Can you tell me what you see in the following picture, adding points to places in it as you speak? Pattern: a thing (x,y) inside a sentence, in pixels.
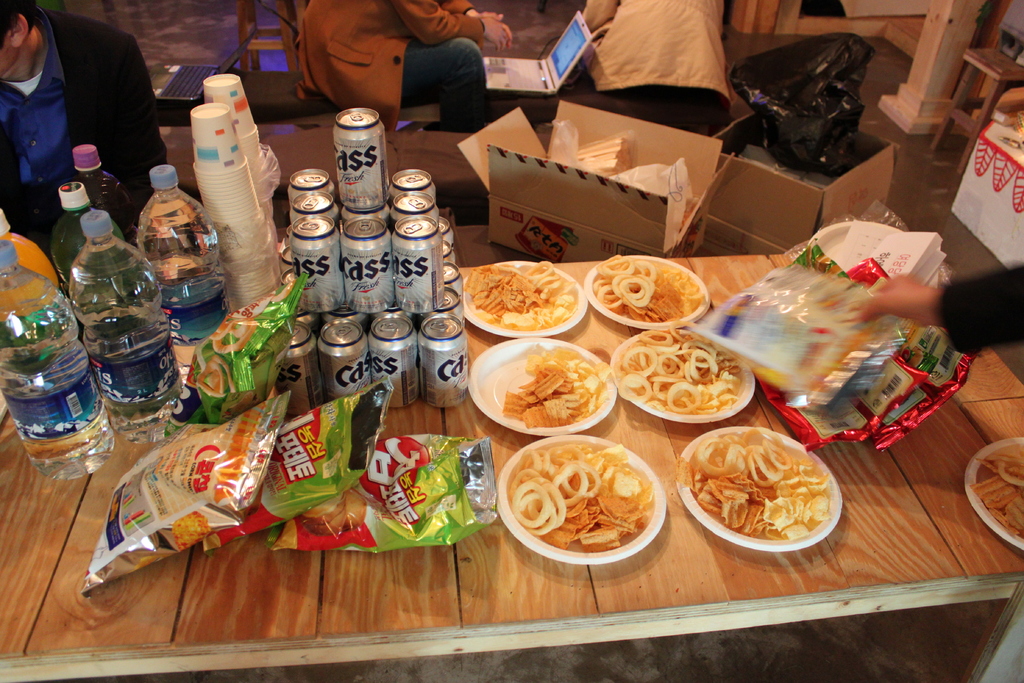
In this picture we can see few bottles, cups (218,92), tins (315,357), plates (654,379) and few plastic packets (388,524) on the table (622,336), beside to the table (581,282) we can find boxes (762,221) and few people (113,133), also we can see laptops (564,67).
